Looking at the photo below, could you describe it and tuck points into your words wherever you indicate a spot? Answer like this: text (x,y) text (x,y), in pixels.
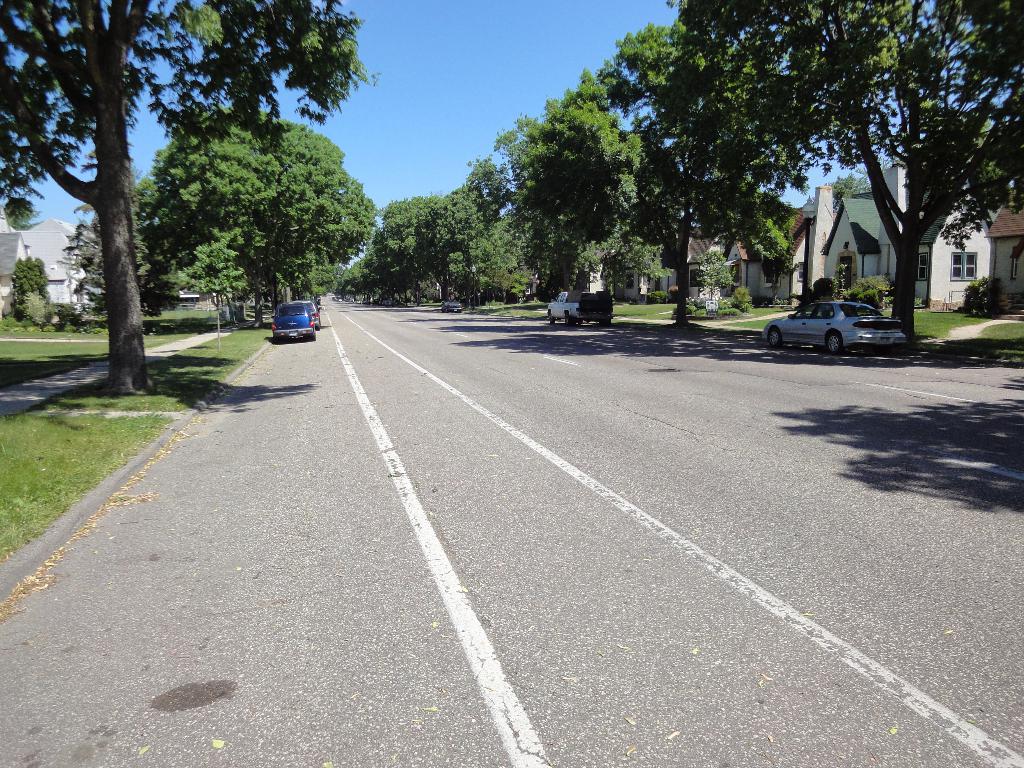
This picture is clicked outside. In the foreground (558,519) we can see the concrete road (811,497). In the center (560,314) we can see the vehicles (298,318) seems to be parked on the ground (893,350) and we can see the green grass (160,370), plants (967,293), trees (781,275) and the houses (847,242) and some other objects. In the background (462,64) we can see the sky (441,72) and the trees (414,216).
